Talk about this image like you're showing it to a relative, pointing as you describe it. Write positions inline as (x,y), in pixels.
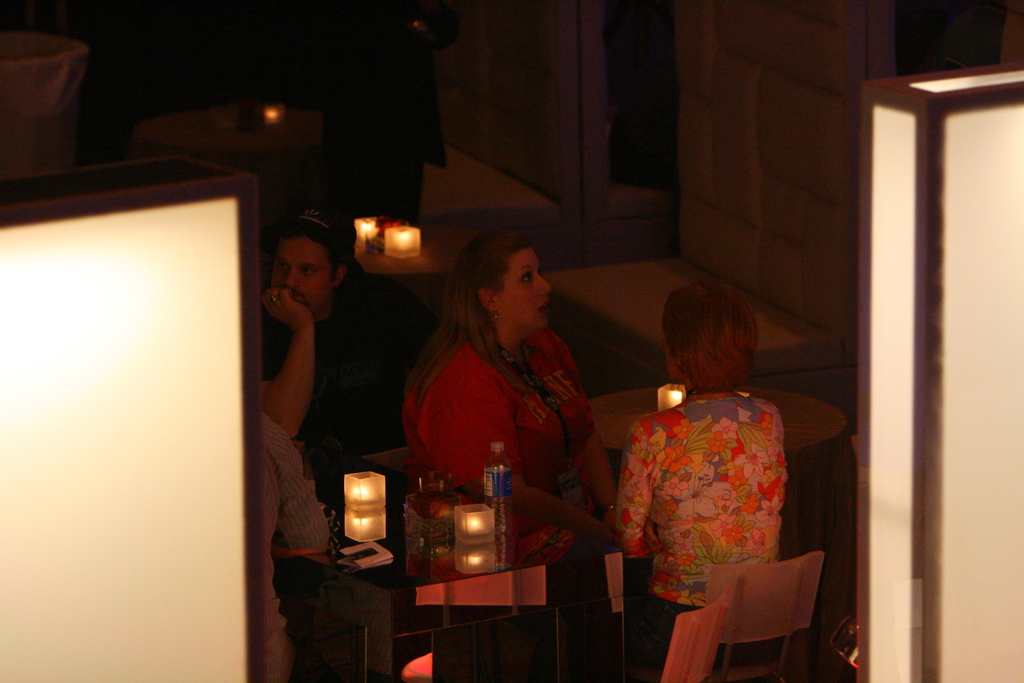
The person (471,391) are sitting in a room (485,573). There is a table (517,539). There is a bottle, light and bowl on a table (534,539). We can see in the background (772,238) there is a cupboards (766,252) and tables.
